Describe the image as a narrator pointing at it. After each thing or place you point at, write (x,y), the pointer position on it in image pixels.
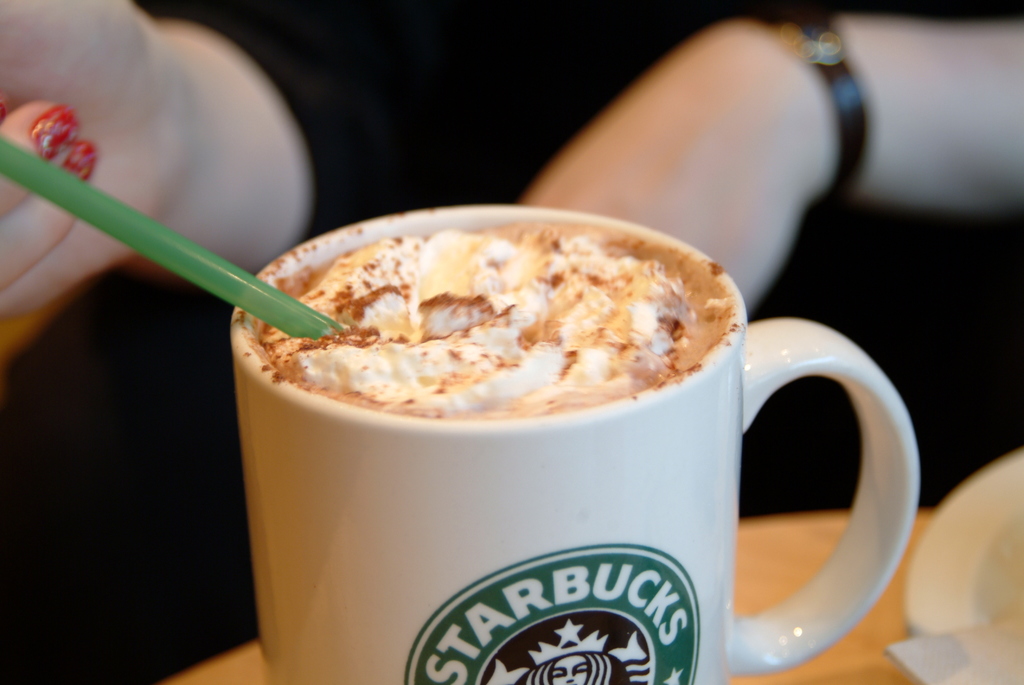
In this image there is a table (255,683), on that table (831,547) there is mug (846,546) in that mug (445,567) there is liquid (298,275), a woman (40,202) sitting near the table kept a straw (46,191) in the mug (337,251).
